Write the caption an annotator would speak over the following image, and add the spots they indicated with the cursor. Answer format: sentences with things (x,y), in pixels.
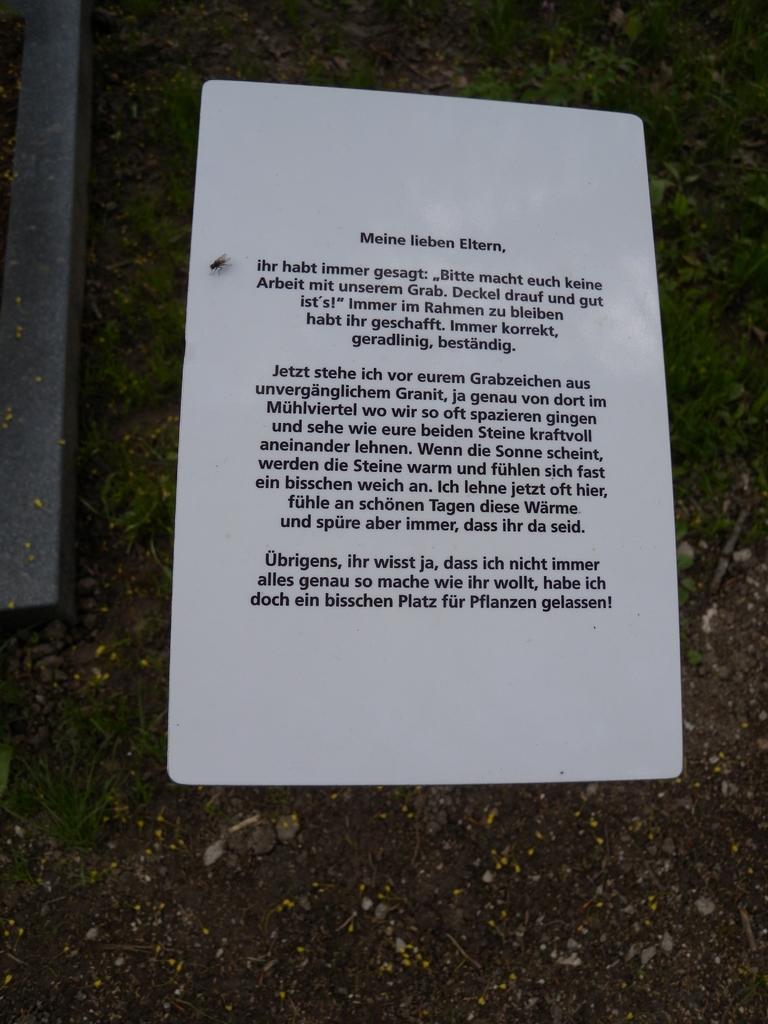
In the center of the image (359,395) we can see a paper (305,539) and housefly (221,259). On the left side of the image (71,229) we can see a metal rod (59,410). In the background of the image (747,151) we can see some plants (165,586) and ground (563,895).
